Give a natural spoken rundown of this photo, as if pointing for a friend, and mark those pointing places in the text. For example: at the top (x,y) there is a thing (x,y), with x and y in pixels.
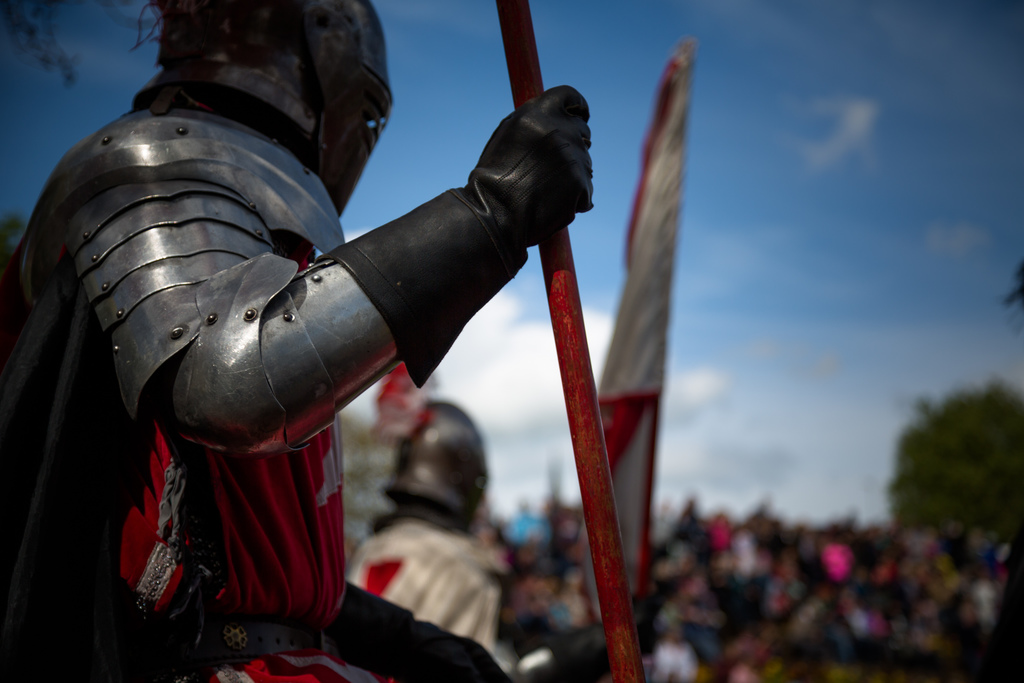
In this image we can see few people (426,548), a person (520,117) is holding a rod (633,630) and a person (591,661) is holding a flag (639,287), there is a tree (966,447) and sky (549,381) in the background (549,381).
